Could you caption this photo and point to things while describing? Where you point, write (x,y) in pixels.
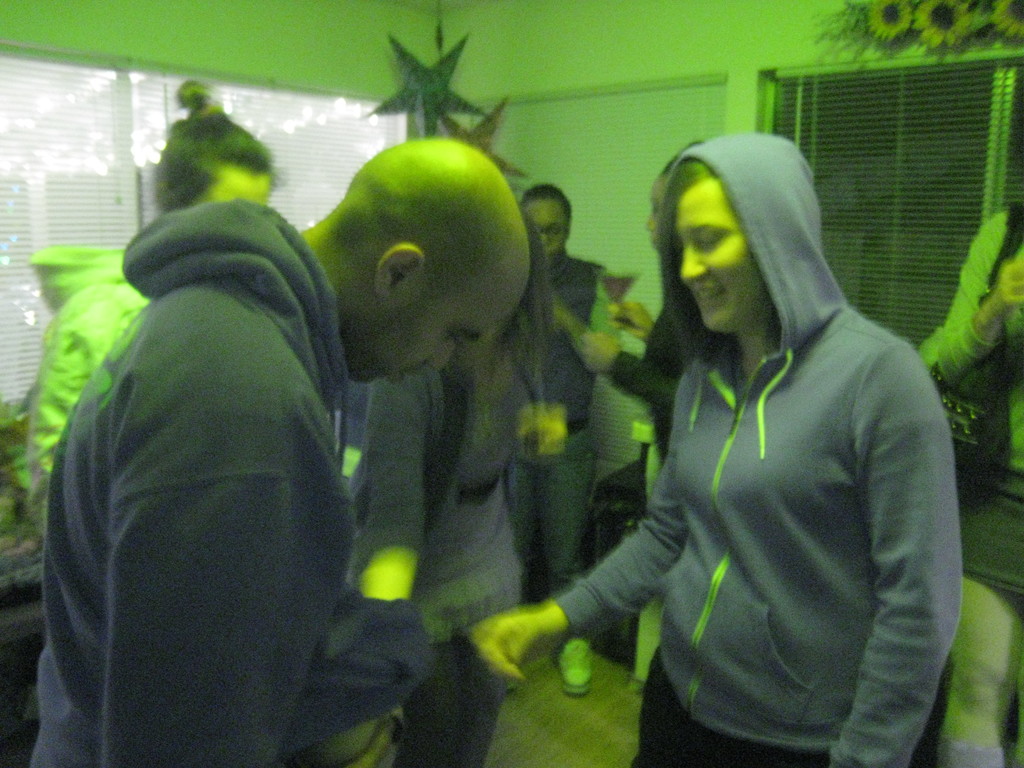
Inside this room (459,587) we can see people (494,585). These are windows (976,171). Here we can see stars (456,45) and flowers (903,36). One person (673,374) is holding a glass (618,297).
